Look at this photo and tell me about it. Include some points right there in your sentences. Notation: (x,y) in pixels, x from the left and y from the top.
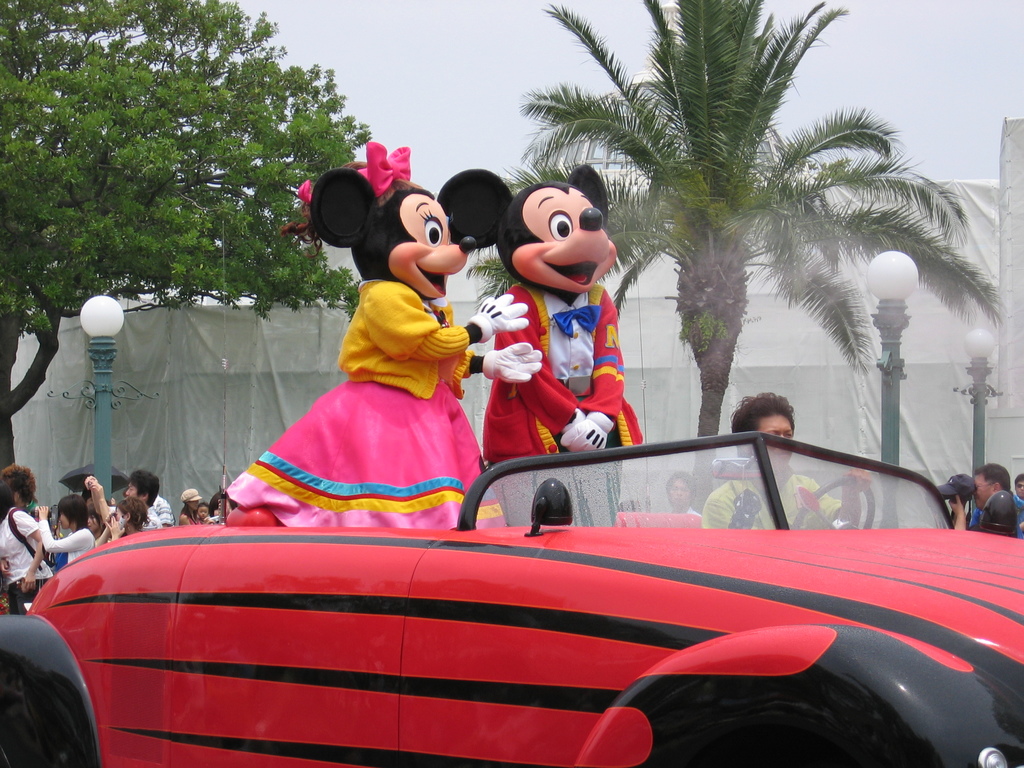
In this picture I can see two mickey mouse costumes (518,410) on a vehicle (523,633). In the background (106,443) I can see group of people (147,480), lights (104,332), trees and the sky (451,136).
